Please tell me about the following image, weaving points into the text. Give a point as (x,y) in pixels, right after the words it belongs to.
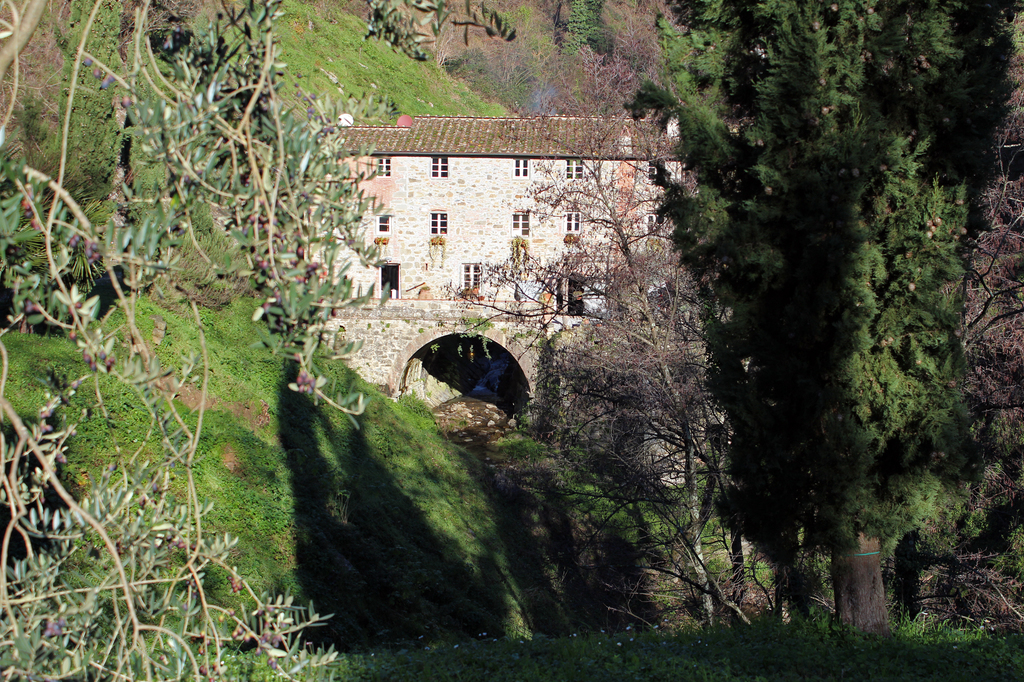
At the center of the image (516,283) there is a building (481,272), around the building (560,223) there are trees (6,41), plants (278,639) and grass (275,589).
